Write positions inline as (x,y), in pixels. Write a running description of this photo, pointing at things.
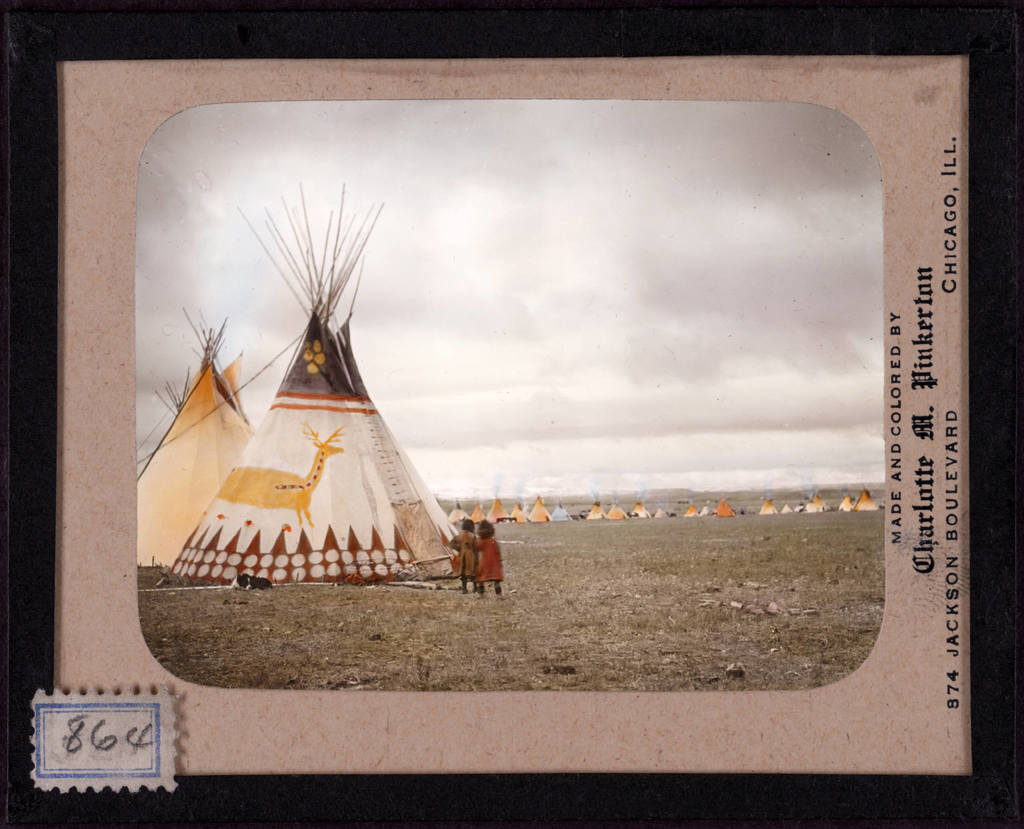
In this image on a card (948,105) there is a painting (396,536). On the painting (385,512) there are many tents (391,466). There are two kids (481,550) here. the sky (691,228) is cloudy.
